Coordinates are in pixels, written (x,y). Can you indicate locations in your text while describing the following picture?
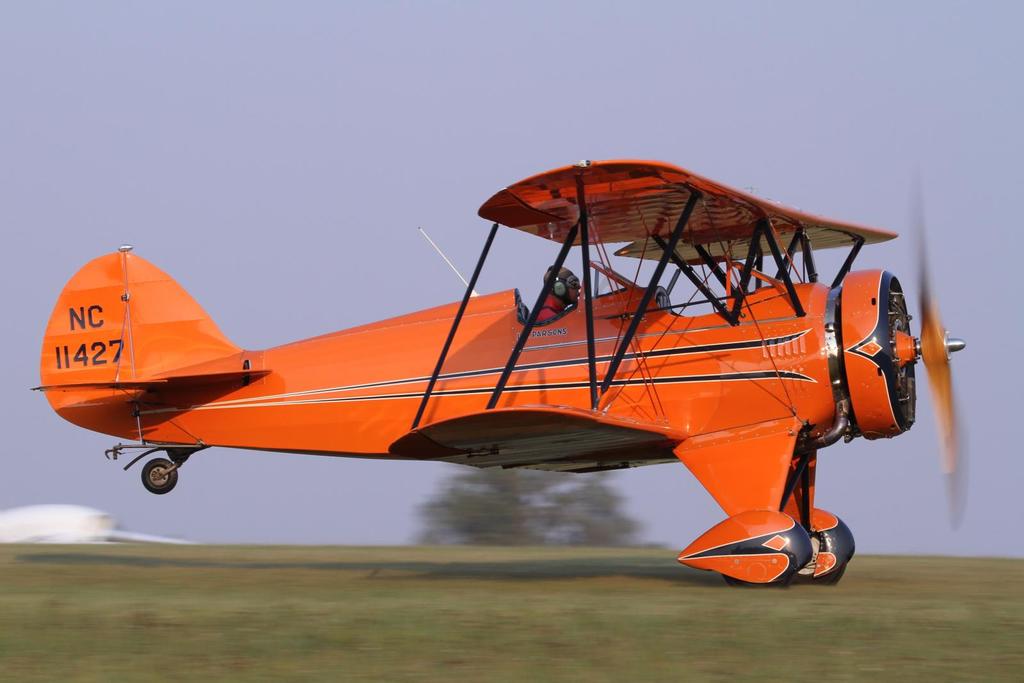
In this image I can see an aircraft (199,324) which is in orange color and I can also see a person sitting in the aircraft (295,428). Background (150,111) I can see a tree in green color and sky (537,124) in white and blue color.
